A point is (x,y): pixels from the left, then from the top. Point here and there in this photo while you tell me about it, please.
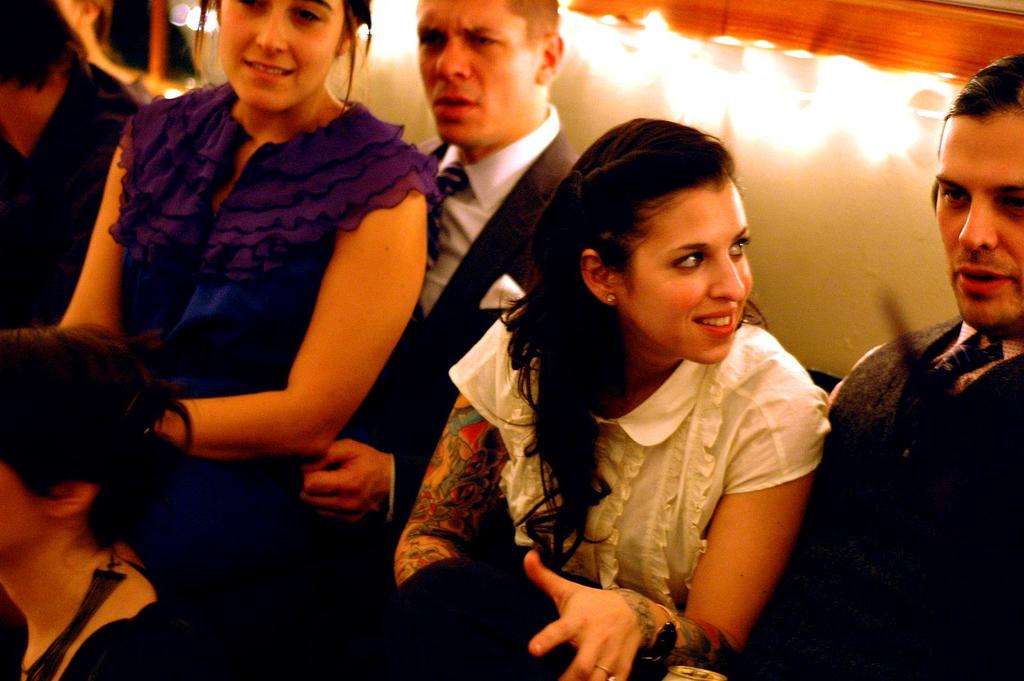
In this image we can see this woman (574,578) wearing a white dress (762,333) and having tattoos (427,506) on her hand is looking at this man (982,498) who is wearing a blazer (924,526) and tie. Here we can see this woman (255,257) wearing a blue dress (187,320) and we can see this man (464,145) wearing a blazer (463,296), tie (466,174) and white shirt (466,197). In the background (194,12), we can see the lights (912,92).
